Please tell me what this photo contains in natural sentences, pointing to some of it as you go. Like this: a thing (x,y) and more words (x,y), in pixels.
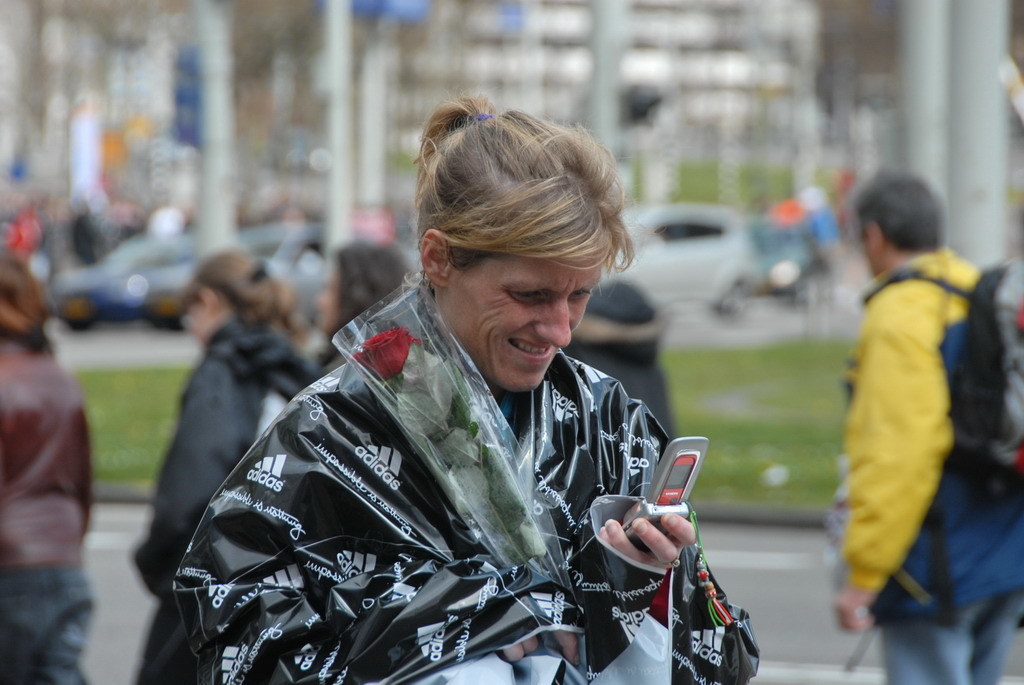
In this picture we can see a person (510,410) holding a mobile (651,489) and a flower bouquet (504,512). In the background (36,363) we can see some people (866,368), road (777,336), grass (805,341), vehicles (81,277), some objects (214,222) and it is blurry.
